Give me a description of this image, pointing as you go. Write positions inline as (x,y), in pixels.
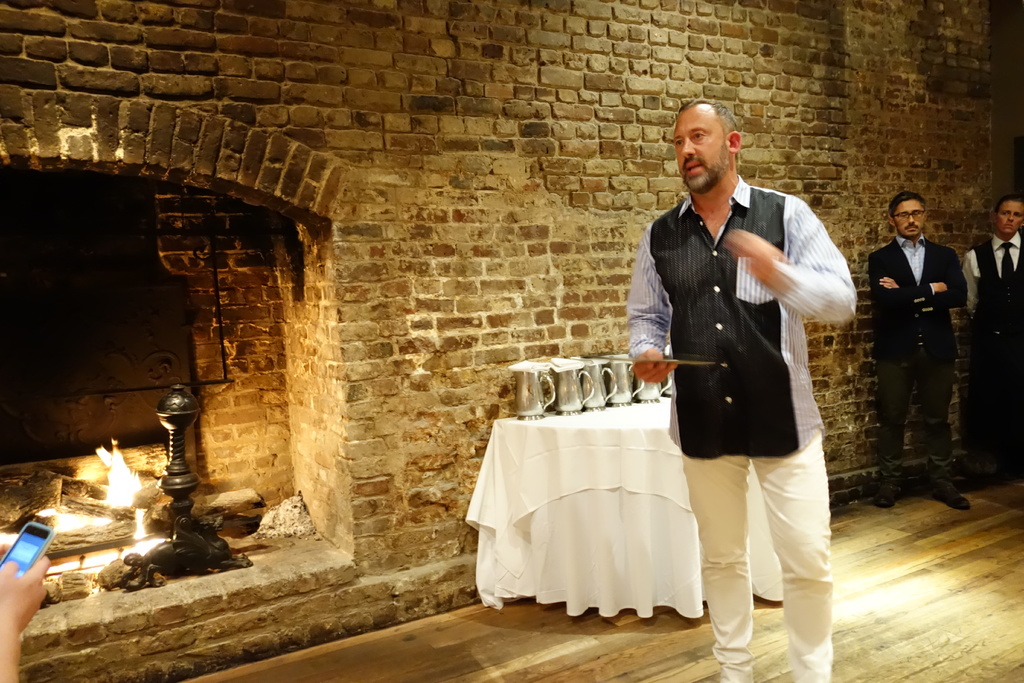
In this image we can see a person (713,418) holding a pad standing on the floor (923,498). On the right side (946,454) we can see two people (934,446) looking at him. We can also see a table (595,560) covered with a cloth (651,565) and some jars (559,380) on it. On the left side (79,547) we can see a fireplace (152,602) and a person (21,597) operating a mobile phone (40,530).
